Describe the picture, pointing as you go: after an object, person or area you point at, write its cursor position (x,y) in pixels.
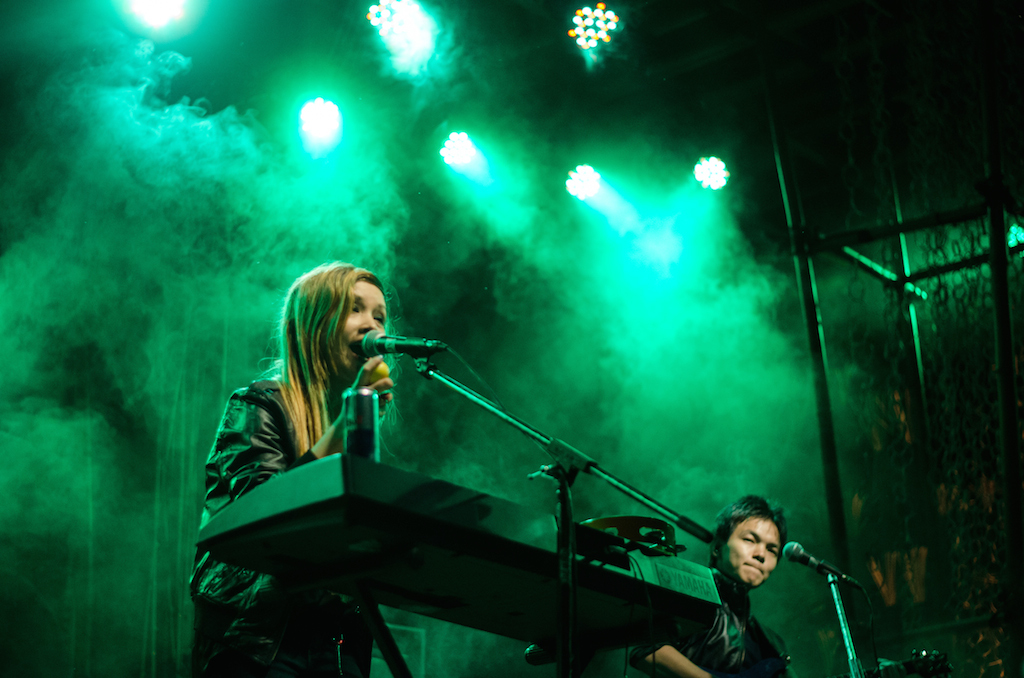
In this image, we can see two people (700,650). We can see some microphones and other objects (479,594). We can see a pole stand (915,314) and some chains (985,391) on the right (989,576). We can see some lights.
